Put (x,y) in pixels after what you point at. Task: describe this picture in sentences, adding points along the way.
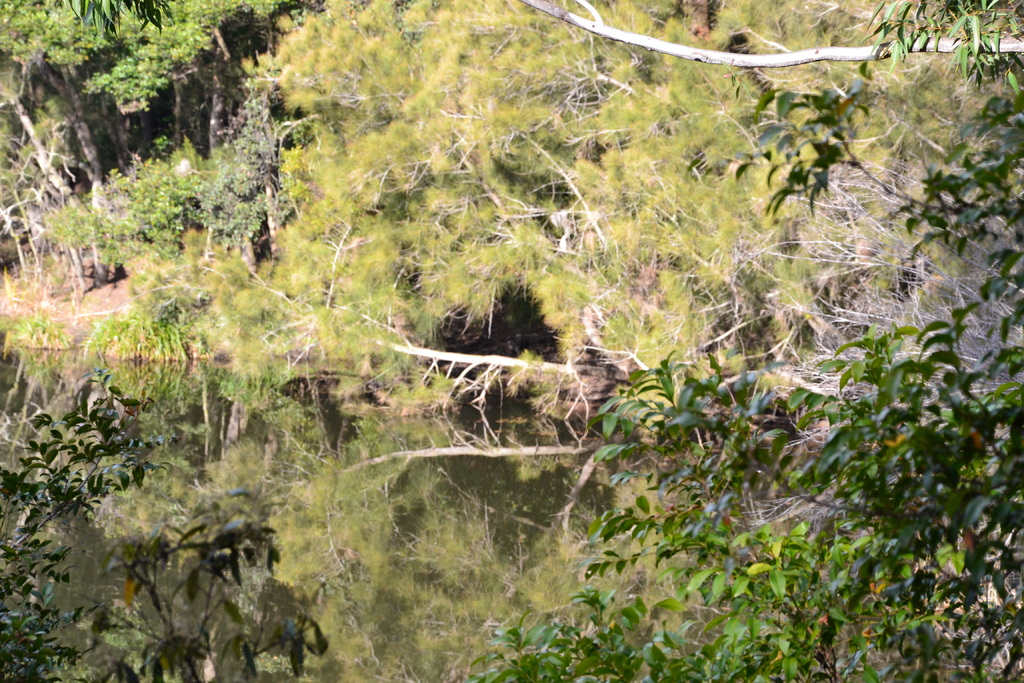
In this picture I can see water (548,475), there are plants (518,230) and trees (511,114).
